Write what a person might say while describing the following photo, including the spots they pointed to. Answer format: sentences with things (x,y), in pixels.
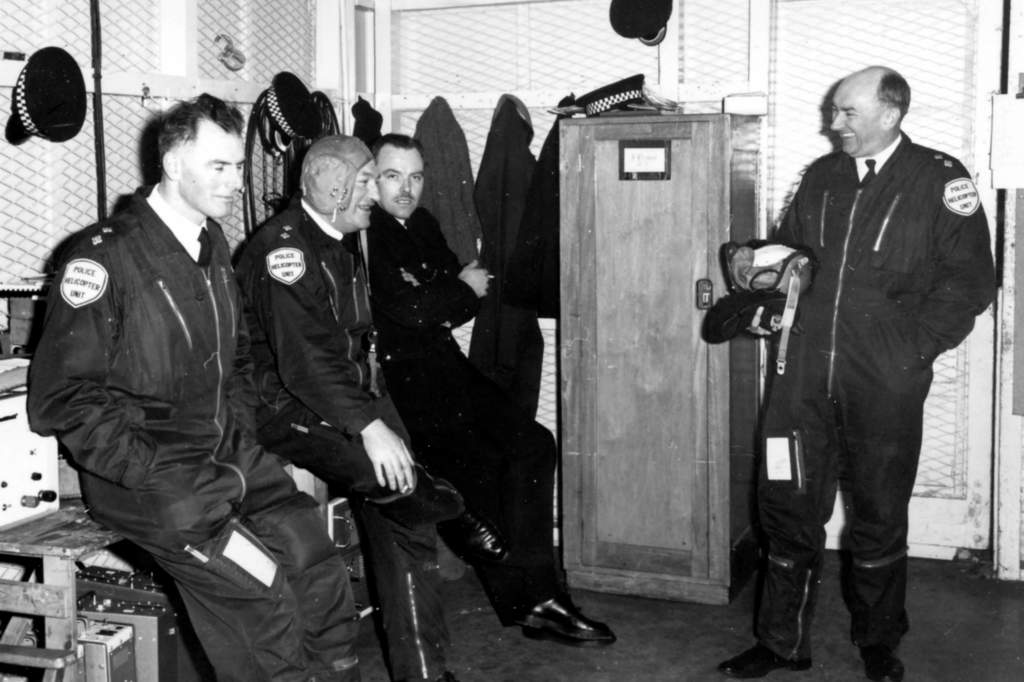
In this image, we can see some people (320,364) sitting and there is a man (767,336) standing on the right side (916,164), we can see a wooden object (588,436) and there is a fence (201,42).
